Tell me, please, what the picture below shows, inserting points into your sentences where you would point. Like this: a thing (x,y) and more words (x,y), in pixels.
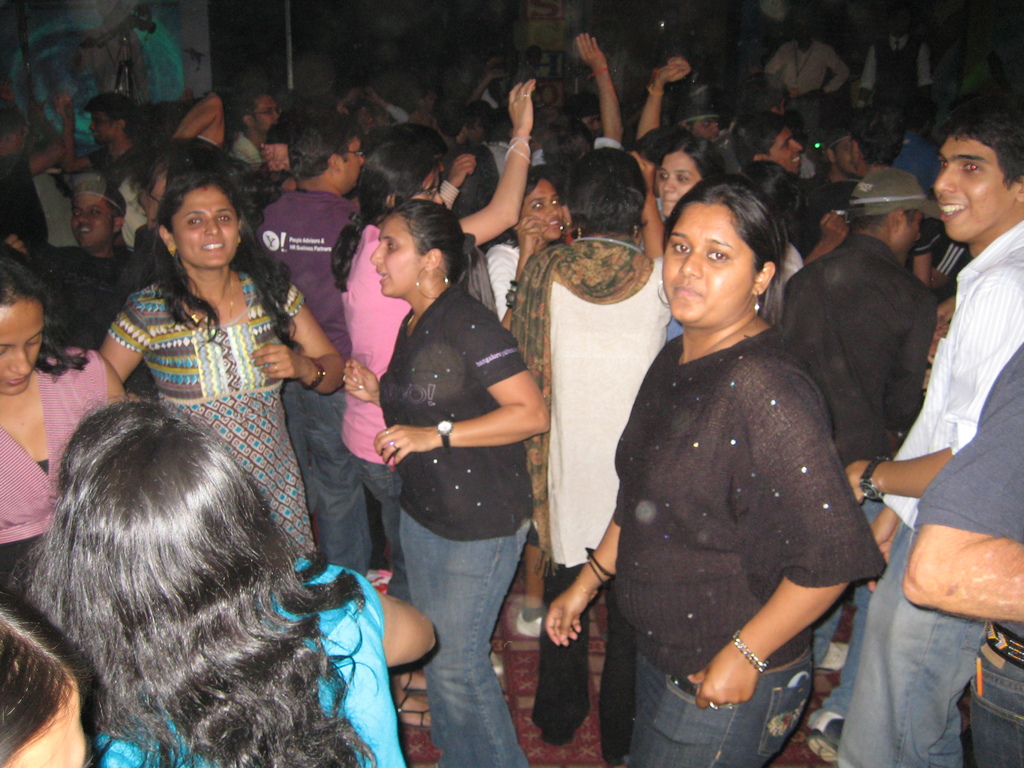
In this image, there are a few people (593,442). We can see the ground (585,730). In the background (399,47), we can see the wall (505,44) and some objects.
